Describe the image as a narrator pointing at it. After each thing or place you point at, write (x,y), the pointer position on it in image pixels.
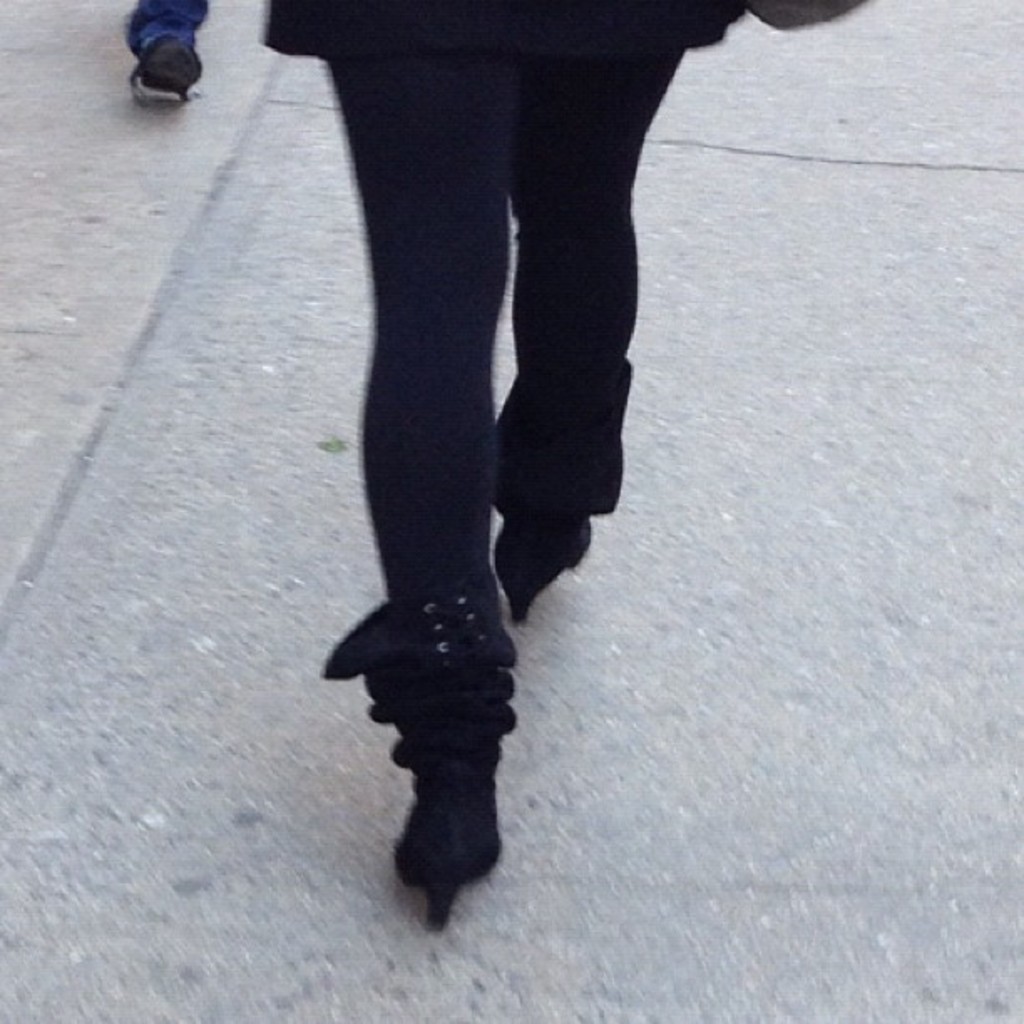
In this picture, we see the person (452,329) who is wearing black pant (416,456) and black boots (454,716) is walking on the road (154,589). In the left top of the picture (189,1), we see the leg (154,20) of the person (179,38) wearing a shoe (166,95).
